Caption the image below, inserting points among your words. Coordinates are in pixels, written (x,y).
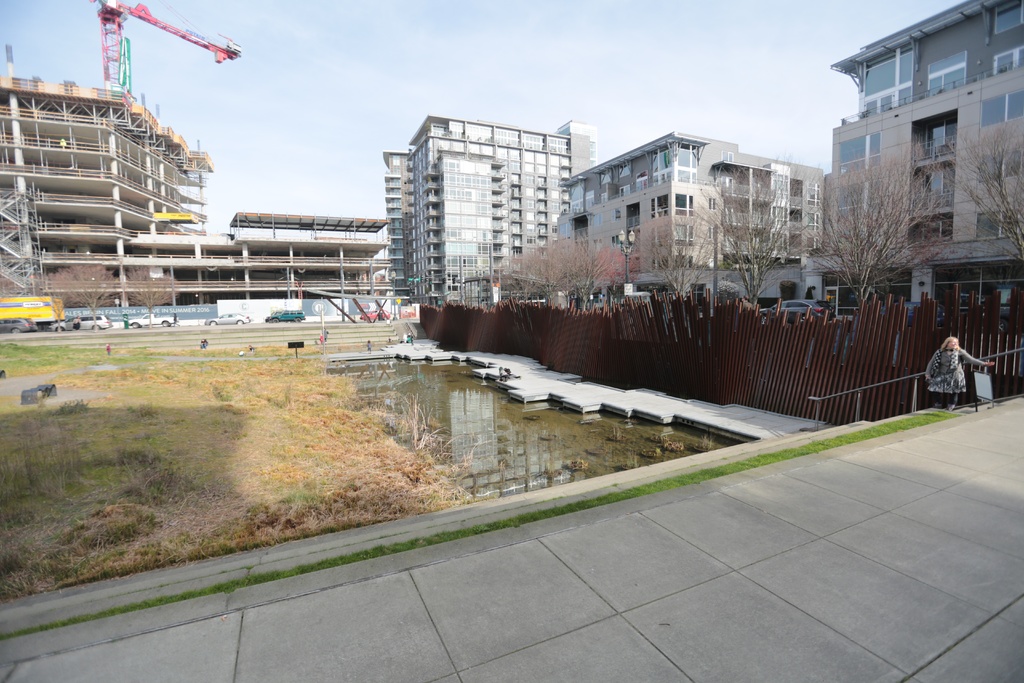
In this image we can see a building (152,237) under construction, buildings (432,253), trees (665,248), wooden fence (476,328), water (460,434), grass (245,427), road (221,324), vehicles (278,314) and sky (285,154).
